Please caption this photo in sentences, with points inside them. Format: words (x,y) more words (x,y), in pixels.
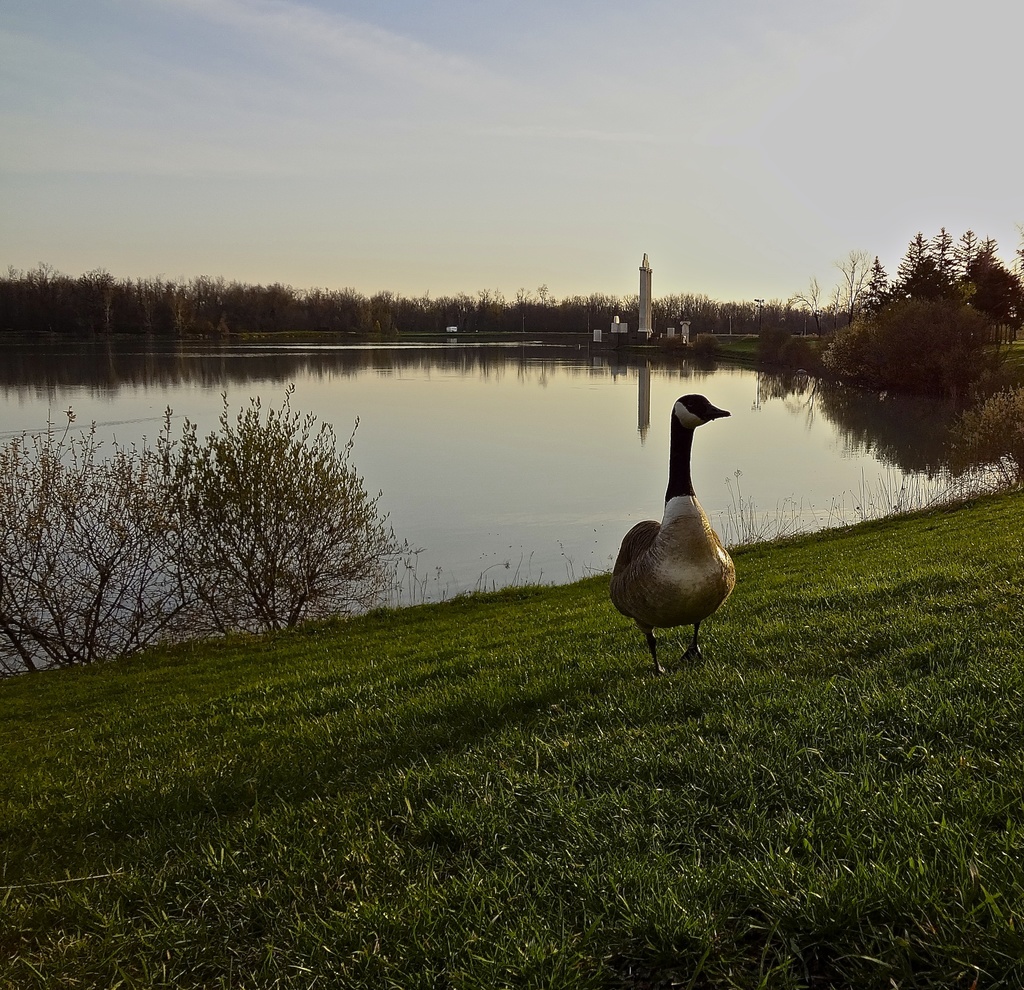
In this picture there is a duck (639,614) which is standing on the grass (681,671). On the left (192,455) i see the plants (213,613), beside that i can see a river (575,409). In the background (724,315) i can see the tower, building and many trees (400,307). At the top (418,87) i can see the sky (546,87) and clouds (424,74).
